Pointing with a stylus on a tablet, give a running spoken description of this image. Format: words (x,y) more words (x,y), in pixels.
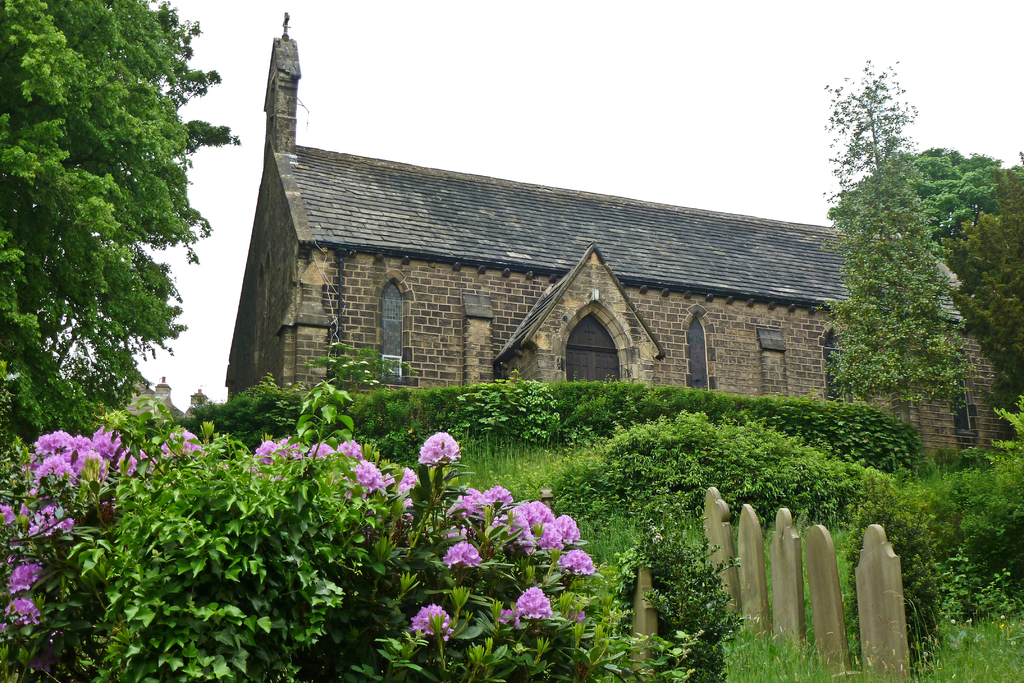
In this picture I can see plants (526,568), flowers (572,571), trees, there is a house (484,242), these are looking like stones (773,556), and in the background (543,106) there is sky (584,108).
